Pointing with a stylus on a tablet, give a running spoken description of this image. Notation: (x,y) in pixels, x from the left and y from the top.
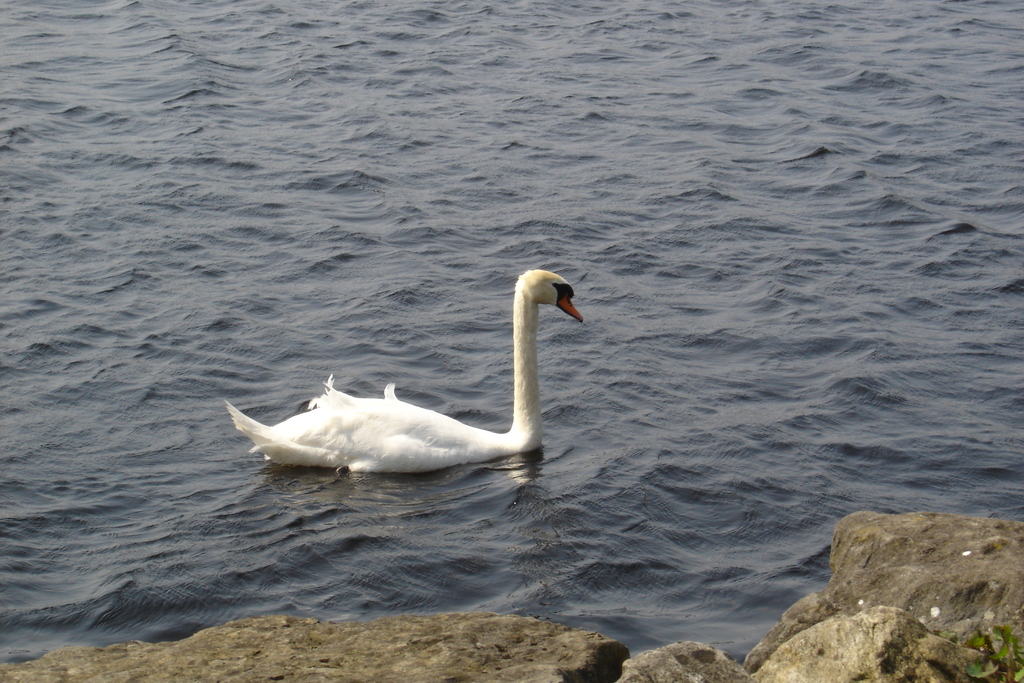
In the image we can see there is a swan (525,378) swimming in the water (492,409) and there are rocks (595,646).
